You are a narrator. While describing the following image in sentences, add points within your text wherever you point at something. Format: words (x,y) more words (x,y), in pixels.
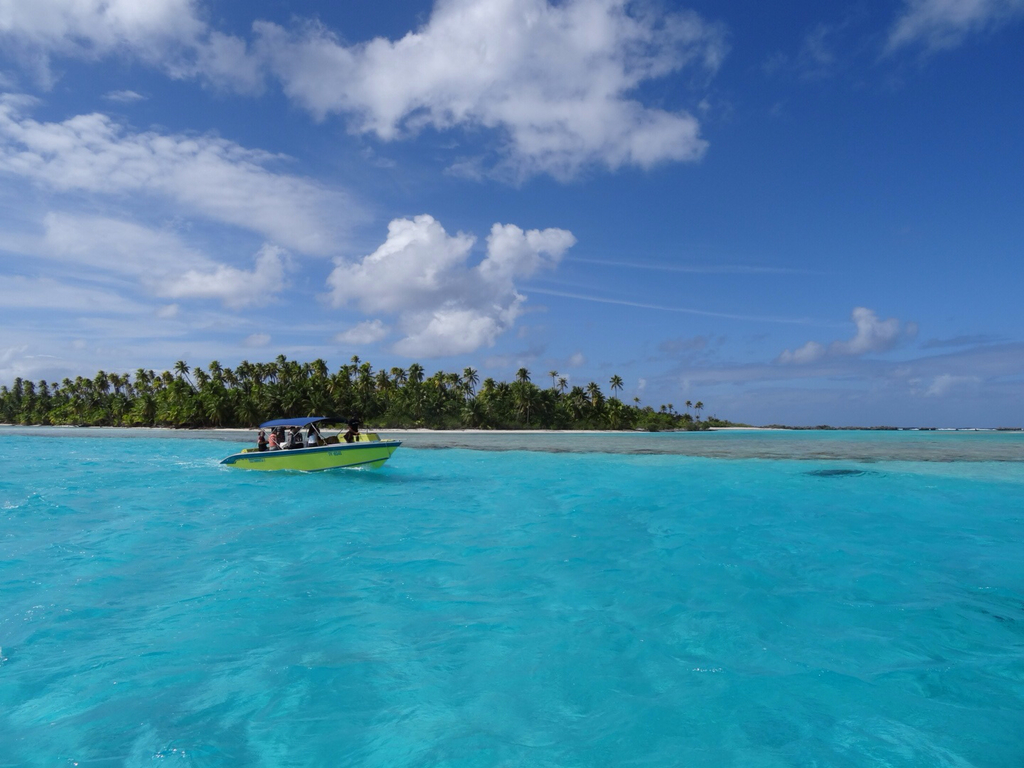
In this picture we can see the group of persons (293,429) are sitting on the green boat (333,454). At the bottom (426,610) we can see water (550,649). In the background (647,416) we can see many trees (344,404) and beach (456,432). At the top (770,130) we can see sky (483,246) and clouds (141,163). On the right (821,706) we can see the ocean (440,528).
